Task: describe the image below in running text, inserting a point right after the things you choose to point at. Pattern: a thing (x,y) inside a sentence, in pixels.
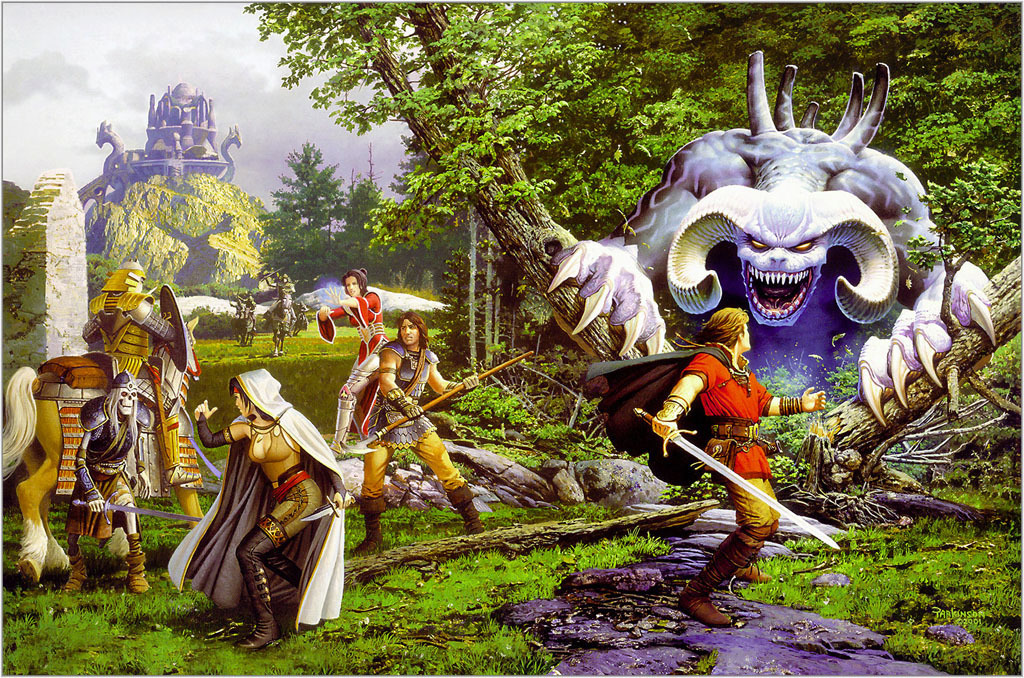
This image looks like a painting in which I can see grass (513,571), group of people (381,405) are fighting with monsters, horses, swords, trees (305,195), buildings (178,126) and the sky (274,175).
